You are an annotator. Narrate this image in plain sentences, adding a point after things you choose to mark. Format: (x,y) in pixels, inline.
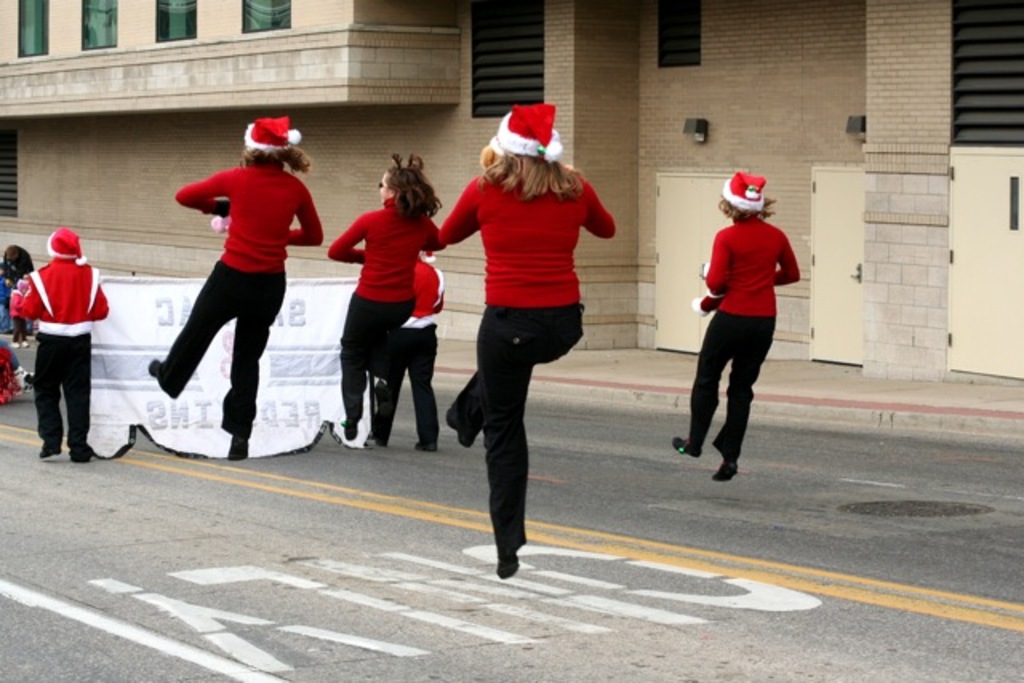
In this picture I can see four persons (360,378) jumping, there are two persons (50,239) standing and holding a banner (138,382), and in the background (371,57) there is a building (262,60).
